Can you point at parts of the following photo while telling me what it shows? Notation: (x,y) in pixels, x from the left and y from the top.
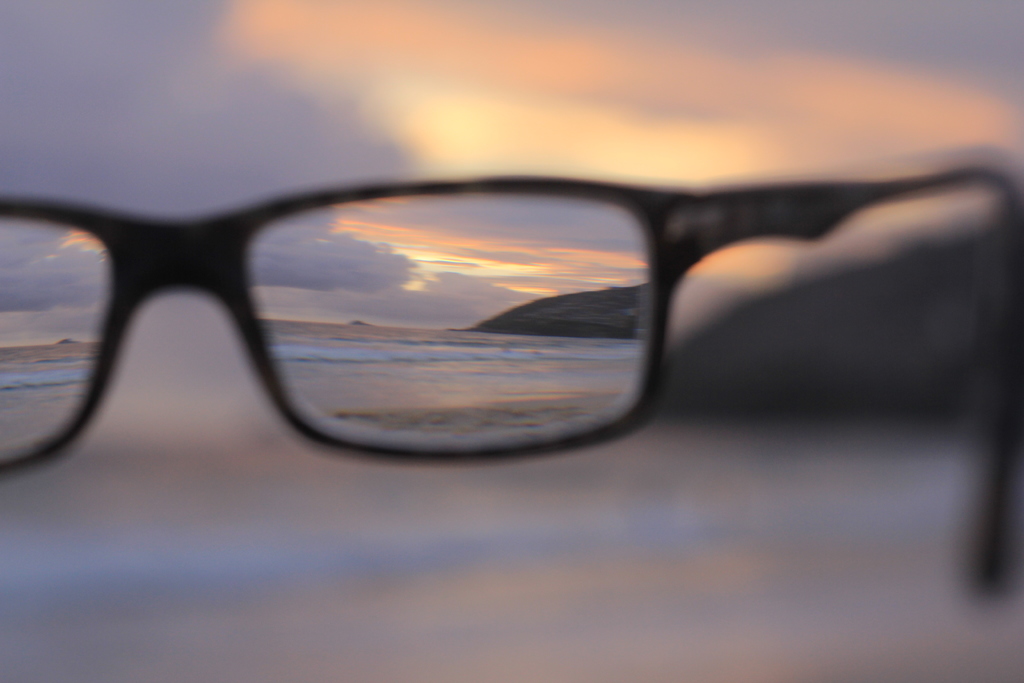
In this image I can see spectacles (672,228) which are black in color and through the spectacles (408,303) I can see water (384,346), a mountain (545,306) and the sky (433,305). I can see the blurry background (212,390).
